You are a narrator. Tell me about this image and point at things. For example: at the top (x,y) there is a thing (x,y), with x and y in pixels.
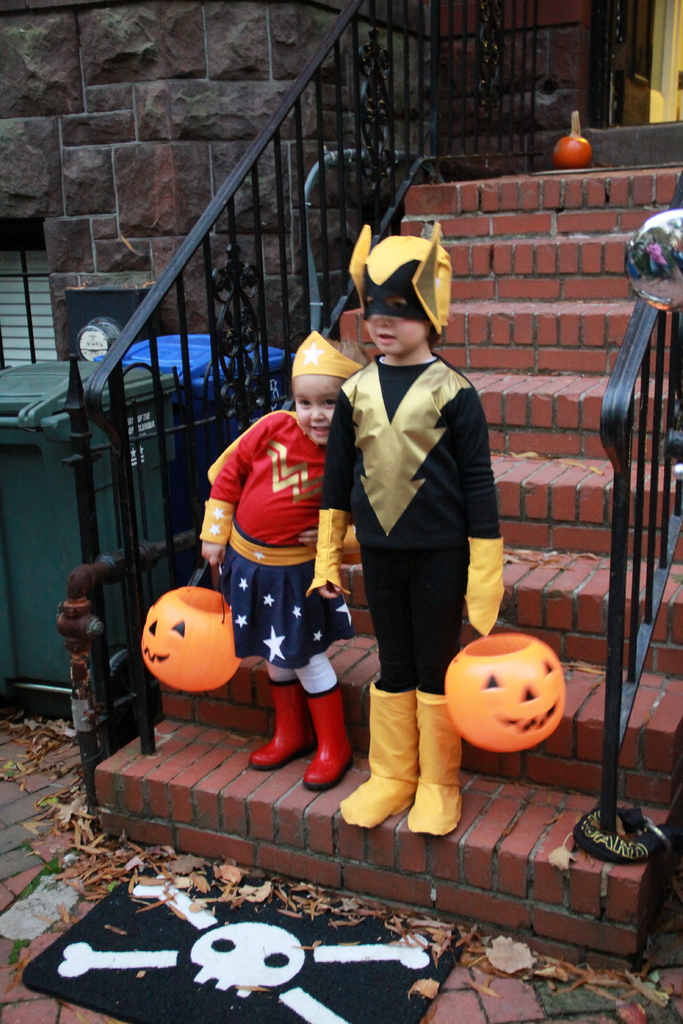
In this image, we can see a boy (402,375) and a girl (312,651) are standing on the stairs (500,784). They are wearing costumes (344,546) and holding orange color objects (496,684) in their hand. Behind them, we can see railing (110,403), dustbins (173,434) and walls (554,109). At the bottom of the image (231,953), we can see a doormat (173,993) and dry leaves (125,853) on the floor (4,909). There is a railing (640,415) on the right side of the image (619,396).
